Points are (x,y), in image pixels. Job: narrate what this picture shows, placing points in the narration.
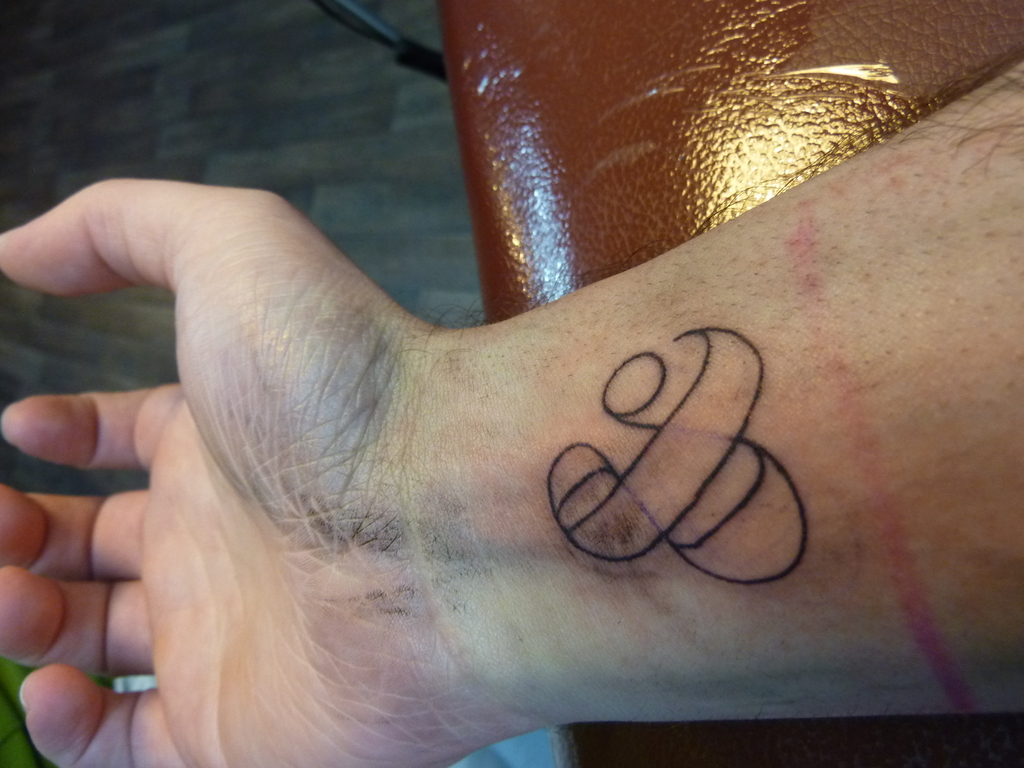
In this image we can see a tattoo (743,533) on the hand (590,524), floor (470,267), and an object (633,147).
